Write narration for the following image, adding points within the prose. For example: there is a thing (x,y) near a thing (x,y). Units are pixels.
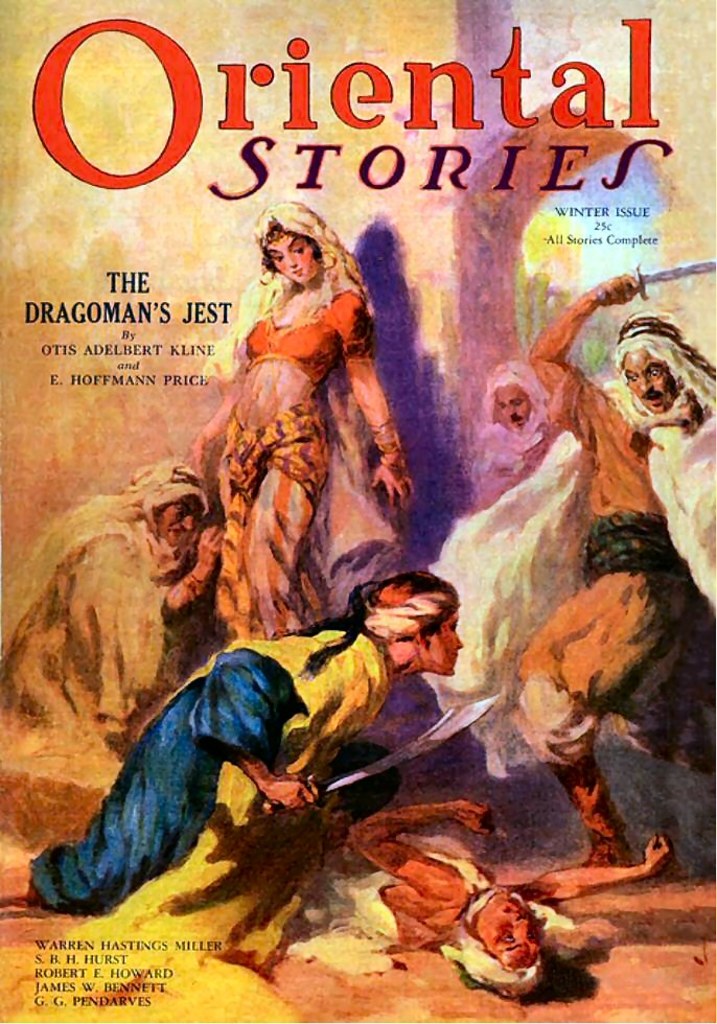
In this image we can see a book cover (474,192). In the center (349,454) there are people (418,882). At the top (46,65) and bottom there is text (146,976).
